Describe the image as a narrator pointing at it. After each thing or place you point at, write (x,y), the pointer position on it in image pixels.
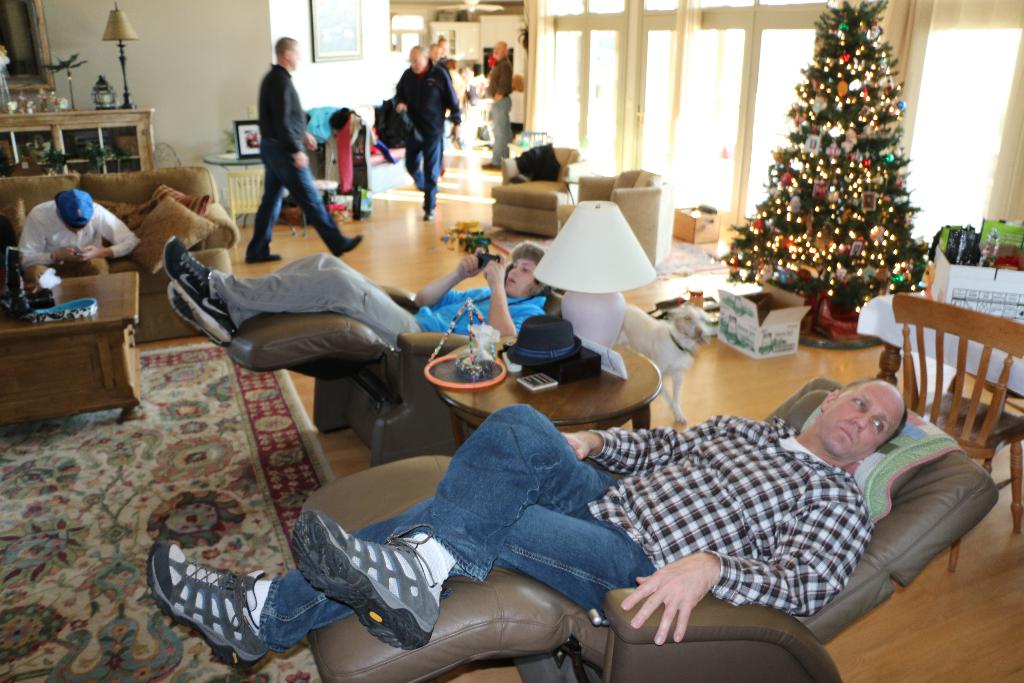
people (408,585) are resting on the sofa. behind them people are walking. at the right (846,214) there is a Christmas tree (859,149). at the back (758,74) there are windows (663,76) and curtains (686,58). in the center (599,380) there is a table (581,384) on which there is a hat (573,333) and a lamp (586,306).
